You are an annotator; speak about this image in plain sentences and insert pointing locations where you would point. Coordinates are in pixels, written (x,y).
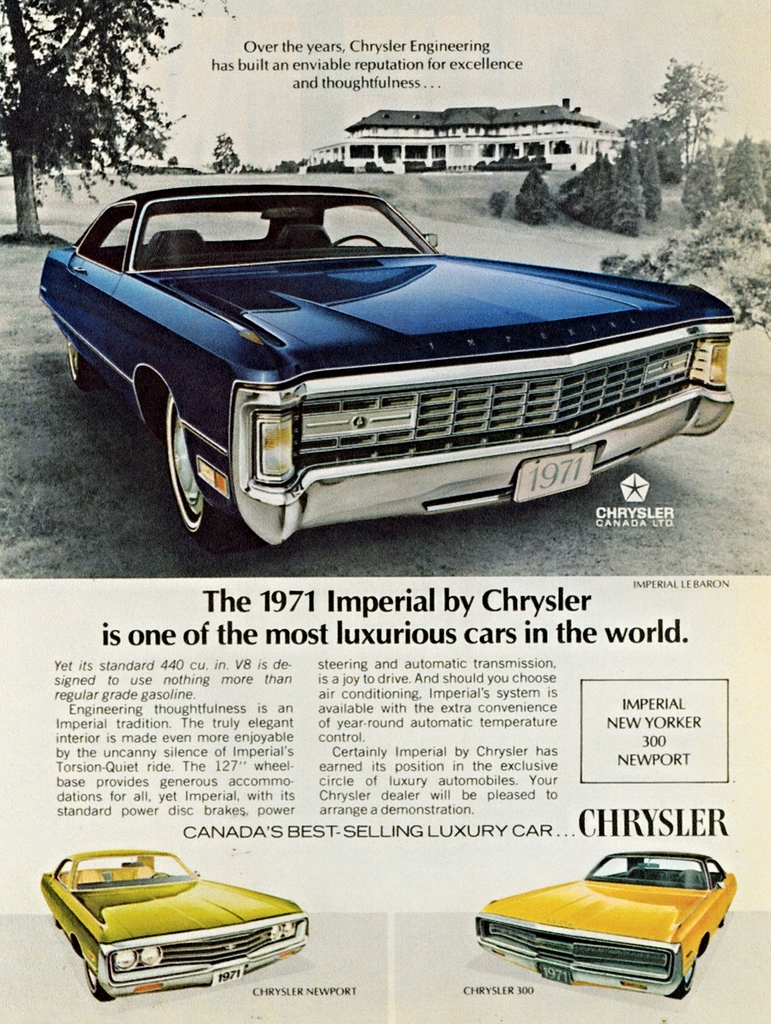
In this image there is a paper (352,686), on that paper (440,674) there is some text (213,712) and cars (431,430).
